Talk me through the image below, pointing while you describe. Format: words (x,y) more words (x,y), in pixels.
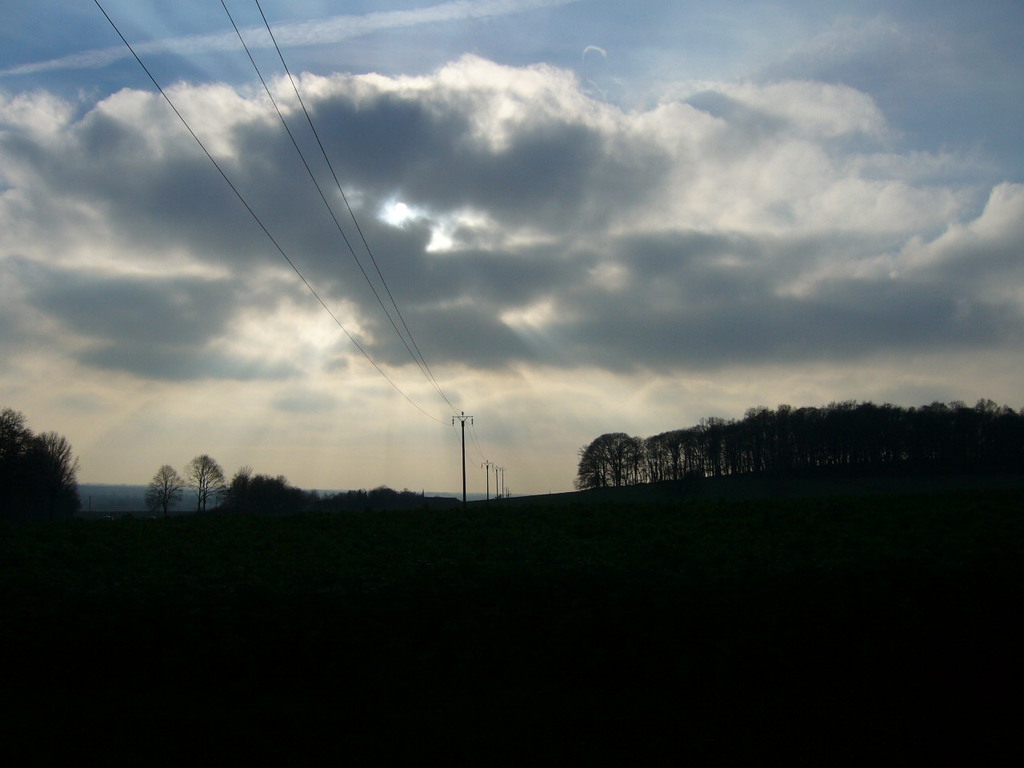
In this image at the bottom (21,517) there are some trees (288,512), poles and in the background (208,494) there are trees (396,494). And in the center (488,468) there are some poles (488,468) and wires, at the top (631,32) there is sky (214,334).
